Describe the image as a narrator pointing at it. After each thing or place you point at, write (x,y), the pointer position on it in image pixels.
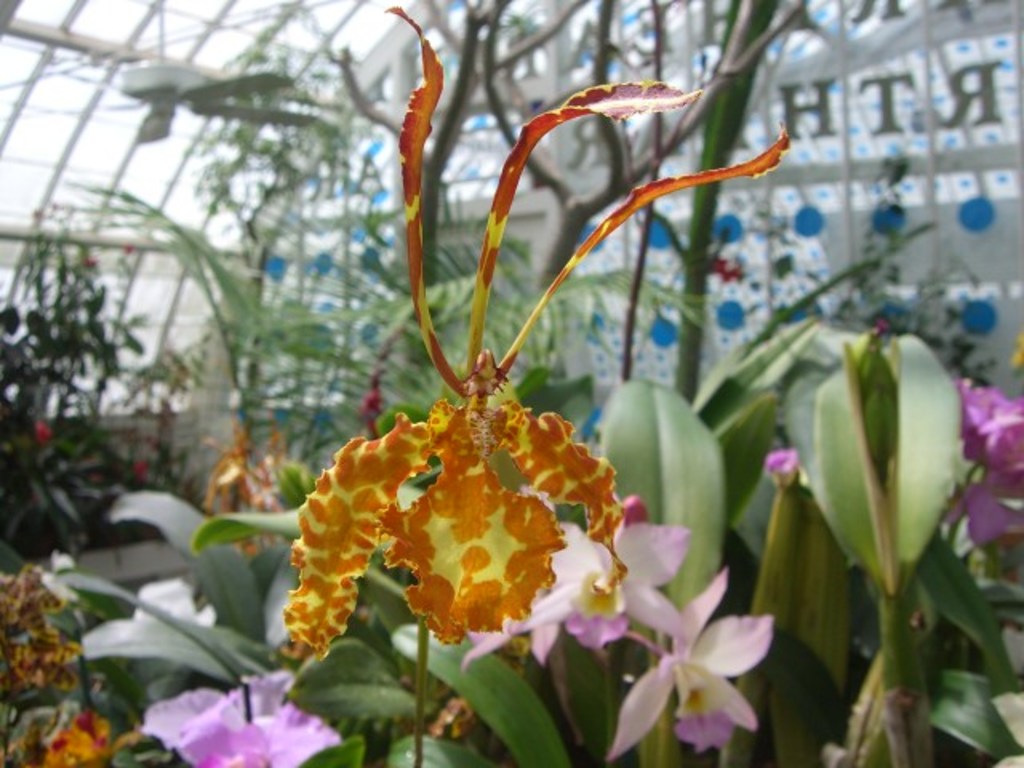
In this picture we can see plants (114,459), flowers (350,490), fan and in the background (109,33) we can see glass (454,161) with text (990,102) on it.
